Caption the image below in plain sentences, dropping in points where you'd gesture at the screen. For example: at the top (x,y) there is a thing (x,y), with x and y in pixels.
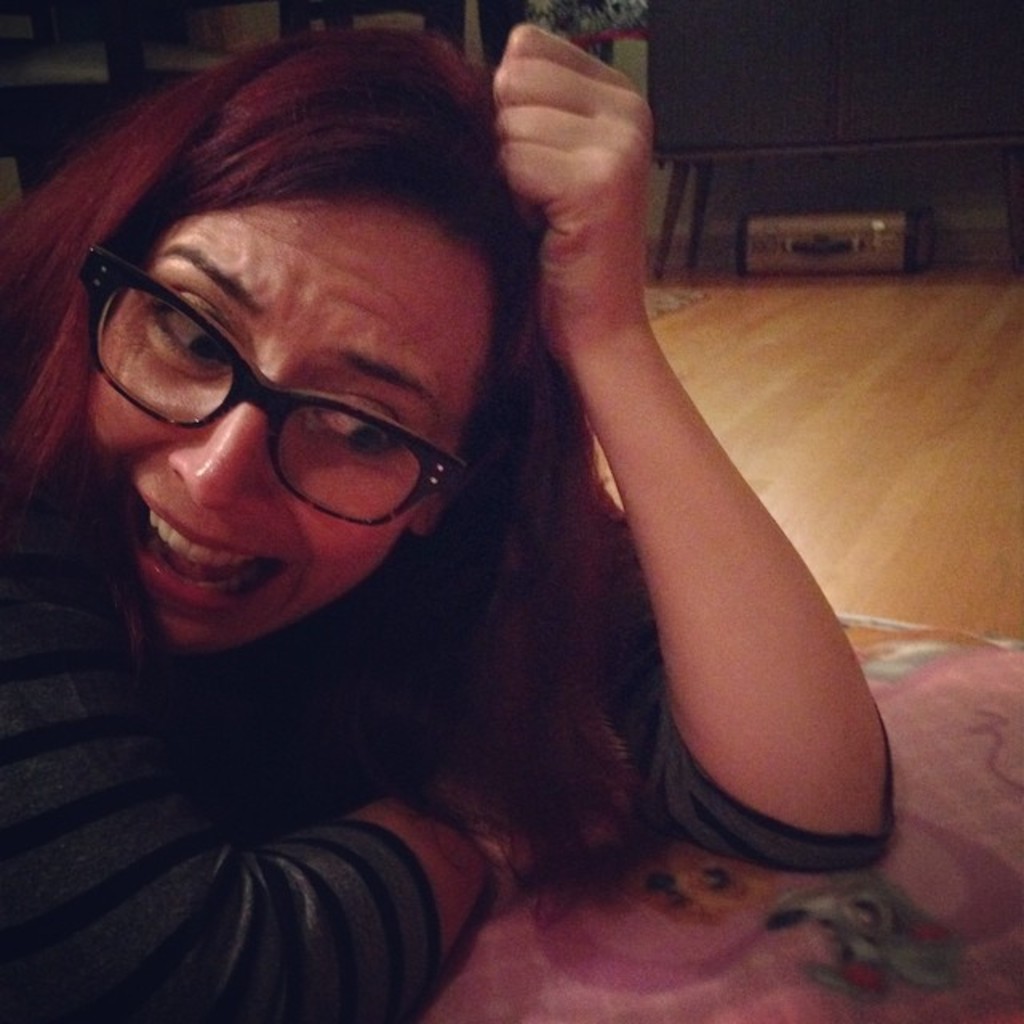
In this picture I can see a woman (203,129) in front (182,646), who is wearing spectacle (282,390). In the background (722,352) I can see the floor (760,437) and I see a suitcase (808,263) and above it, I see a brown color thing (789,141).
